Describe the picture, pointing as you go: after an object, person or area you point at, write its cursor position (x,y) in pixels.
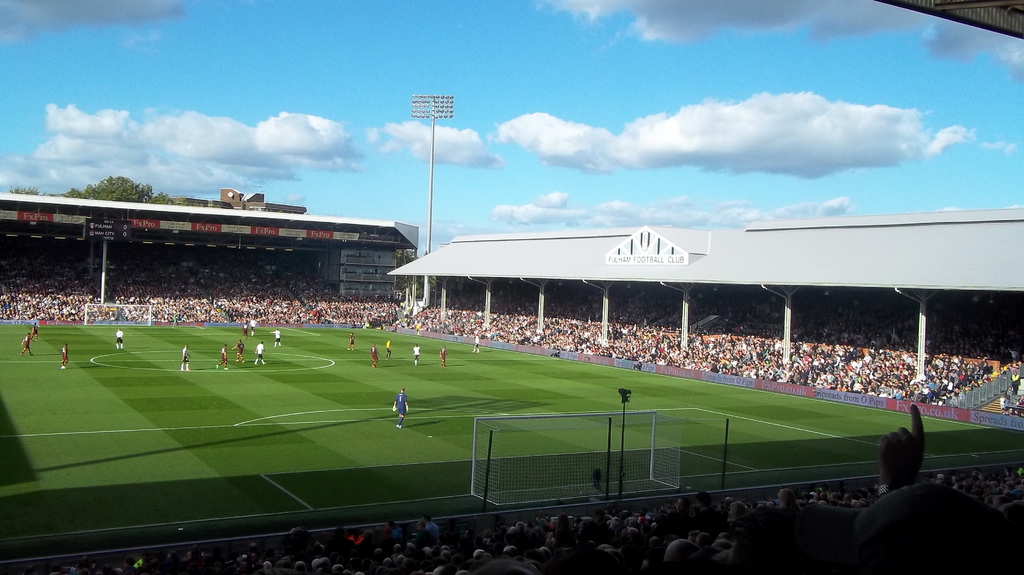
In the image there is a football stadium (297,389) with players (398,420) playing on the grass field (113,389) and audience (59,278) sitting around it and above its sky (253,113) with clouds (589,127).
